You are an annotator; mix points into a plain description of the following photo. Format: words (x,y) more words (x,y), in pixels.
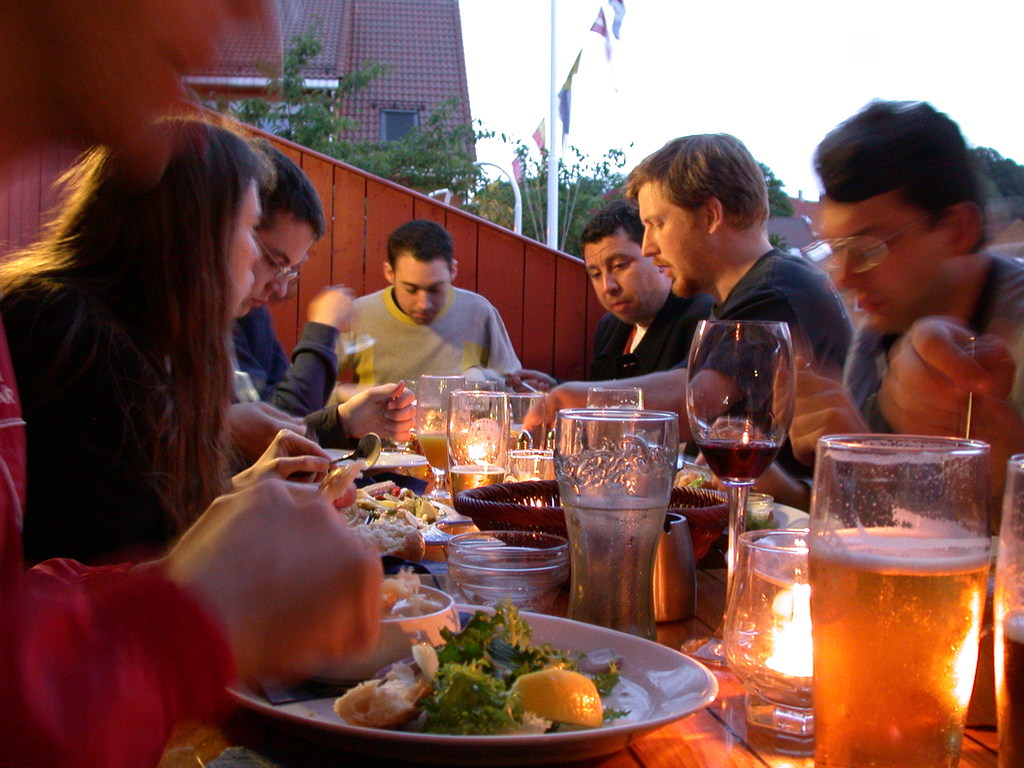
Here we can see few persons (340,307) are sitting around a table (750,756). On the table (678,723) there are glasses (745,559), bowls (555,580), plates (424,716), and food (386,532). In the background (508,195) we can see trees (271,119), poles (517,213), flags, buildings (288,2), and sky (788,101).
